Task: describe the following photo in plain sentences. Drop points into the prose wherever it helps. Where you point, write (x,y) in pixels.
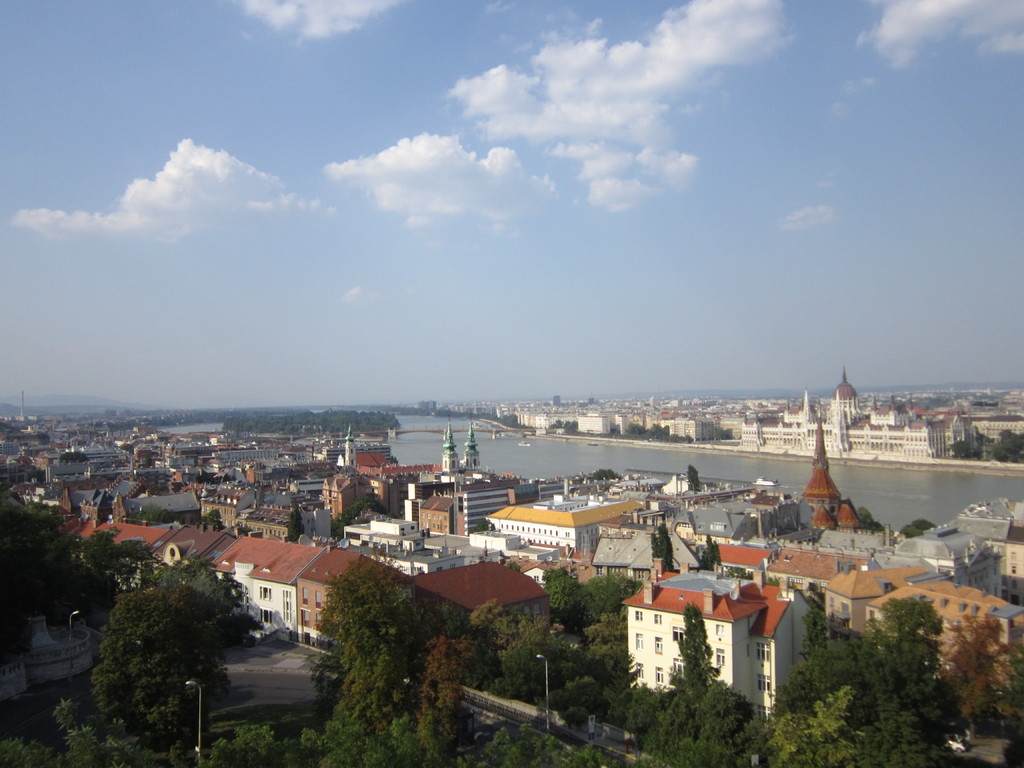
This is a picture of the city (6,475) where there are poles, lights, roads (615,739), buildings (543,504), water (543,461), bridge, trees (491,415), sky (307,401).
